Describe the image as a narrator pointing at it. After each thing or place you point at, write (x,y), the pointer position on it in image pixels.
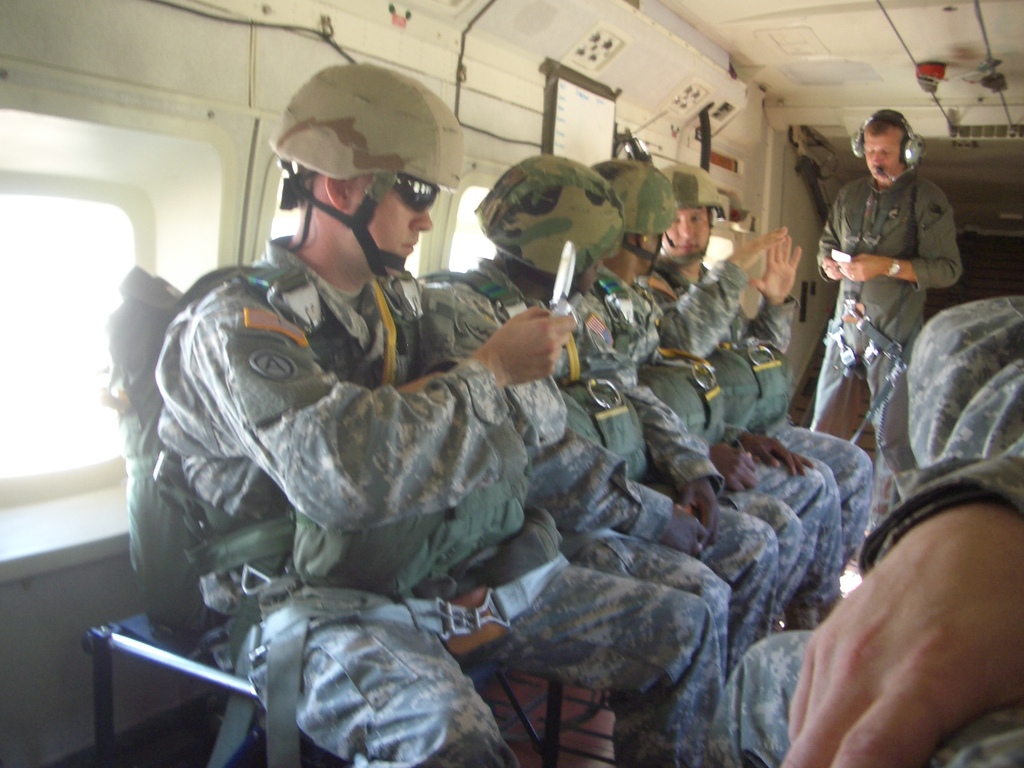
In this picture we can see few people (456,311), few are sitting and a man (854,223) is standing, on the left side of the image (289,428) we can see a man (223,405), he is holding an object (573,273).
